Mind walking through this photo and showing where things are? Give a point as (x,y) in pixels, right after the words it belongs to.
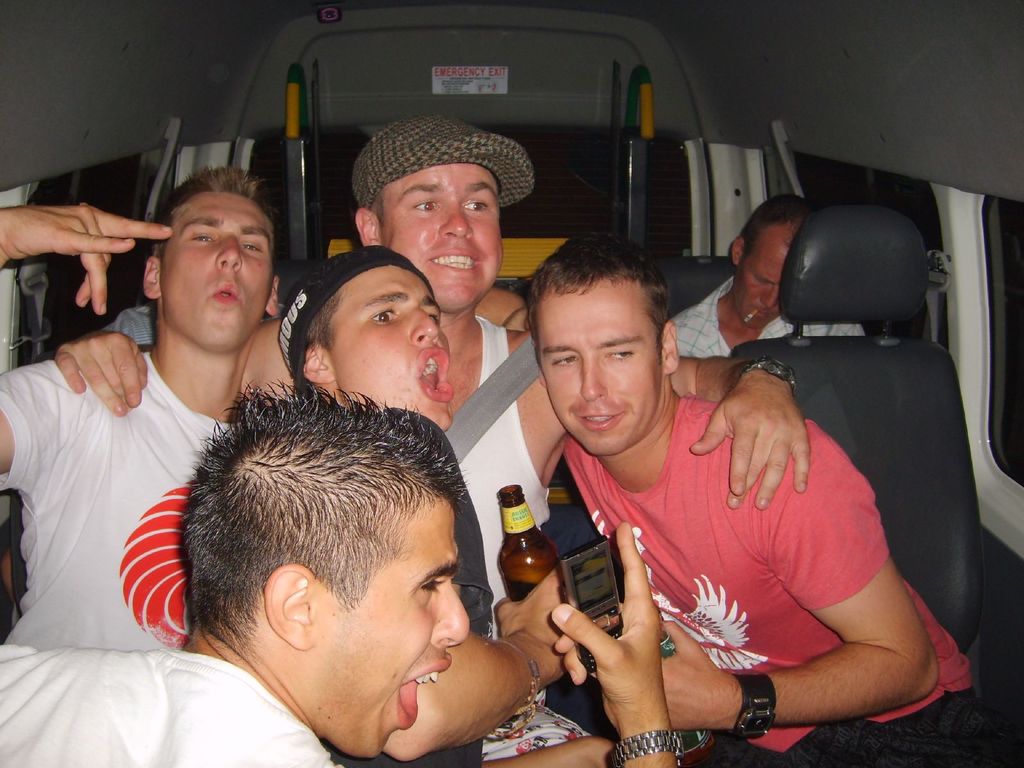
This is an inside view of a vehicle (996,607). Here I can see few men (321,557) are sitting, smiling and giving pose for the picture. One man (418,562) is holding a mobile (598,602) in the hand (618,651) and another man (541,591) is holding a bottle (520,556). In the background (749,279), I can see another man (735,292) is sitting and looking at the downwards.
